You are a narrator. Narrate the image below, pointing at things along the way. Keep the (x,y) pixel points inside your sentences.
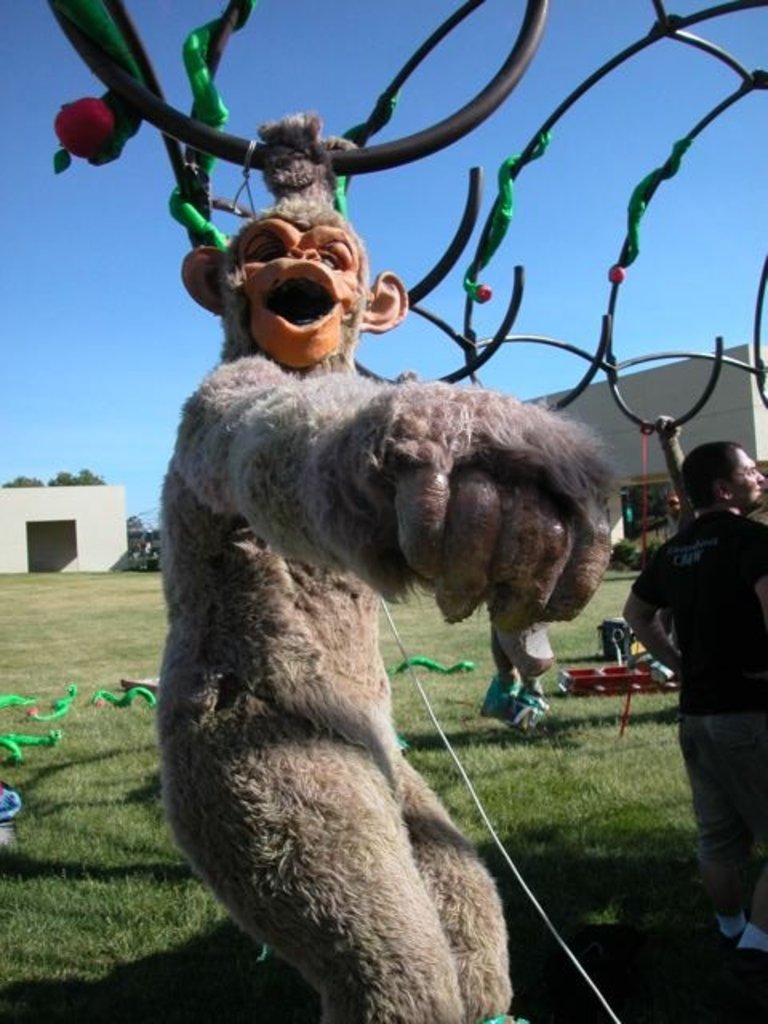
In this image I can see a toy monkey (298,782) which is in cream and brown color, background (412,631) I can see few poles (593,76) and a person (725,586) standing and buildings (686,445) in white color, grass (34,629) and trees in green color. The sky (125,183) is in blue color.
